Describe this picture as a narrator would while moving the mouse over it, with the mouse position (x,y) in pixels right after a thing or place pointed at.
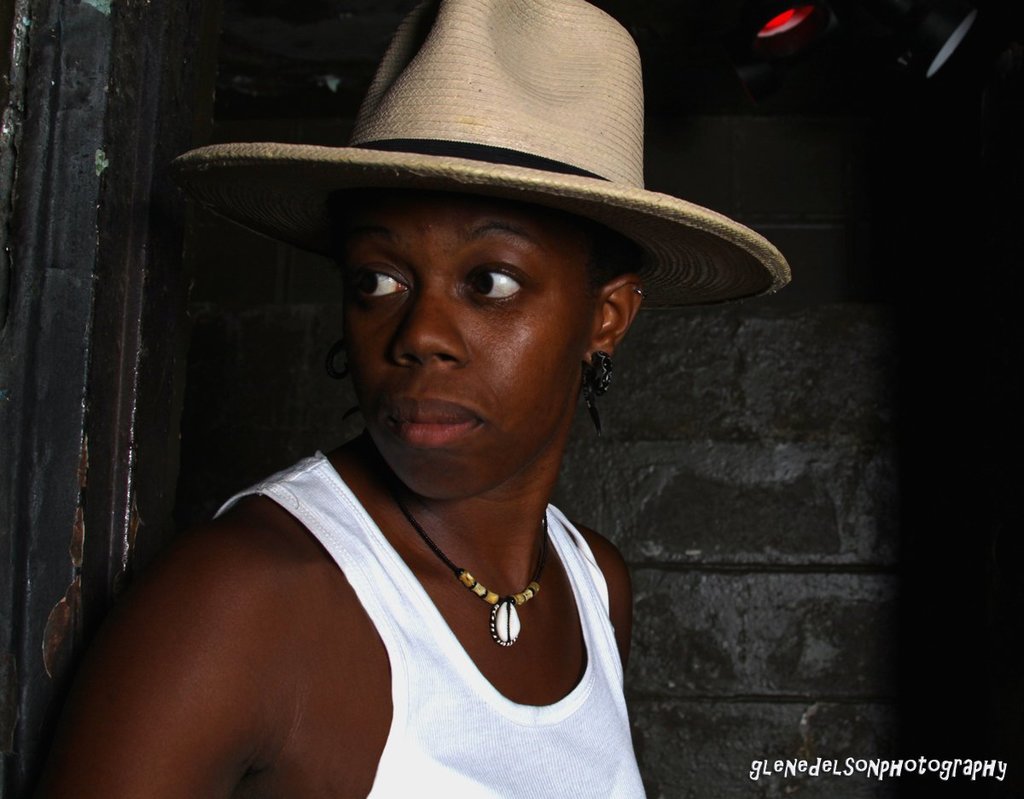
Here in this picture we can see a woman (406,391) present over a place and we can see she is wearing a hat (364,147).
